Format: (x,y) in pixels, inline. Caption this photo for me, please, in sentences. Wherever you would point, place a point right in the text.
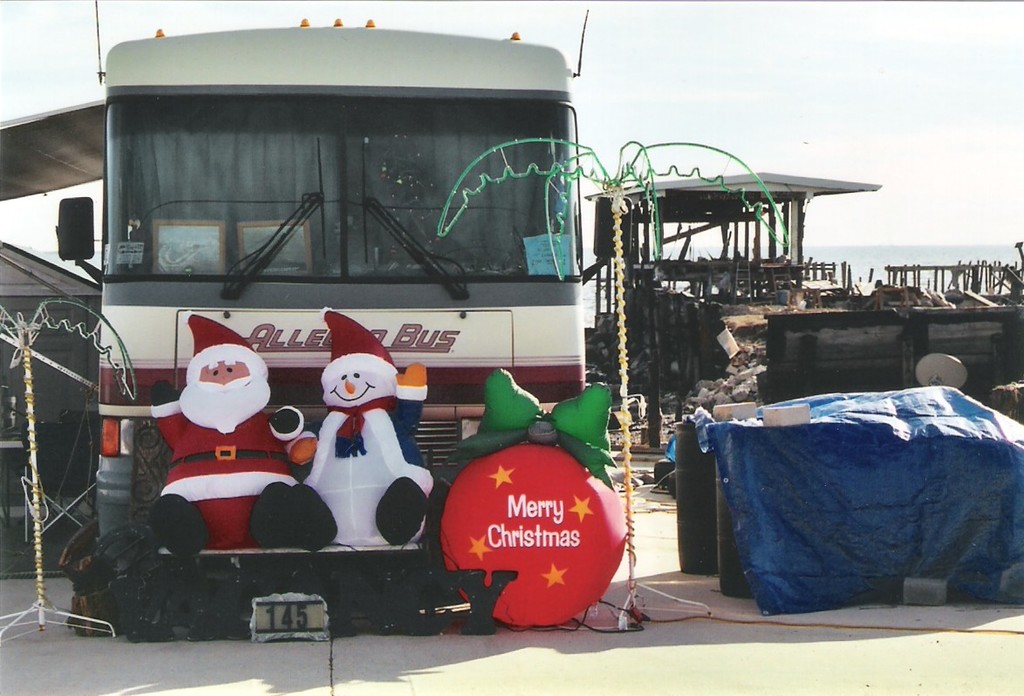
In this image there is a bus (331,273). Before it there are few toys (306,458) and a balloon (465,504) are there. Left side (7,324) there is a stand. Right side (690,563) there are few drums (686,473) covered with a cover (862,465). Behind there is some construction (786,188) of a house (785,270). Before it there is a fence (902,277). Left side there is a tent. Top of the image (801,111) there is sky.
